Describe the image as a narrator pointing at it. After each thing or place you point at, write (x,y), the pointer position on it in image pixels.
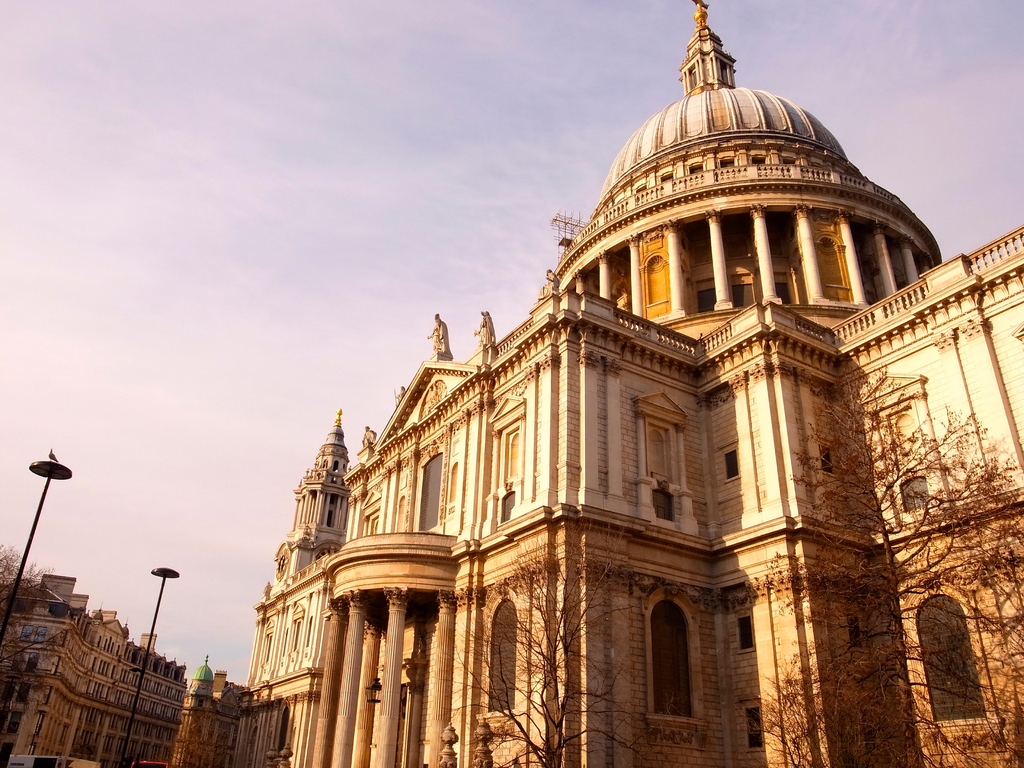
In this picture there are buildings (345,662) and there are few dried trees (883,615) in the right corner (792,673).
